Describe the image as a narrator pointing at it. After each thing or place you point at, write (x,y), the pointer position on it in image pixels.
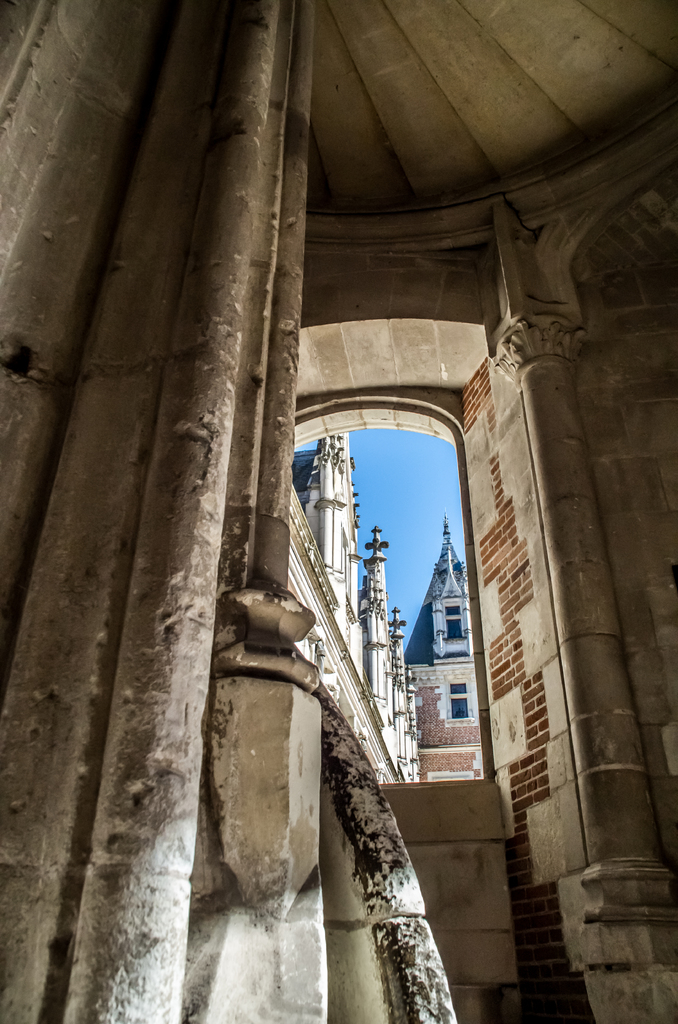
This image is clicked inside a room (301,134). To the left (118,401) there are walls (48,736). In the center (435,599) there is a window (481,674). Outside the window (480,697) there are buildings (423,606) and the sky (394,485).
